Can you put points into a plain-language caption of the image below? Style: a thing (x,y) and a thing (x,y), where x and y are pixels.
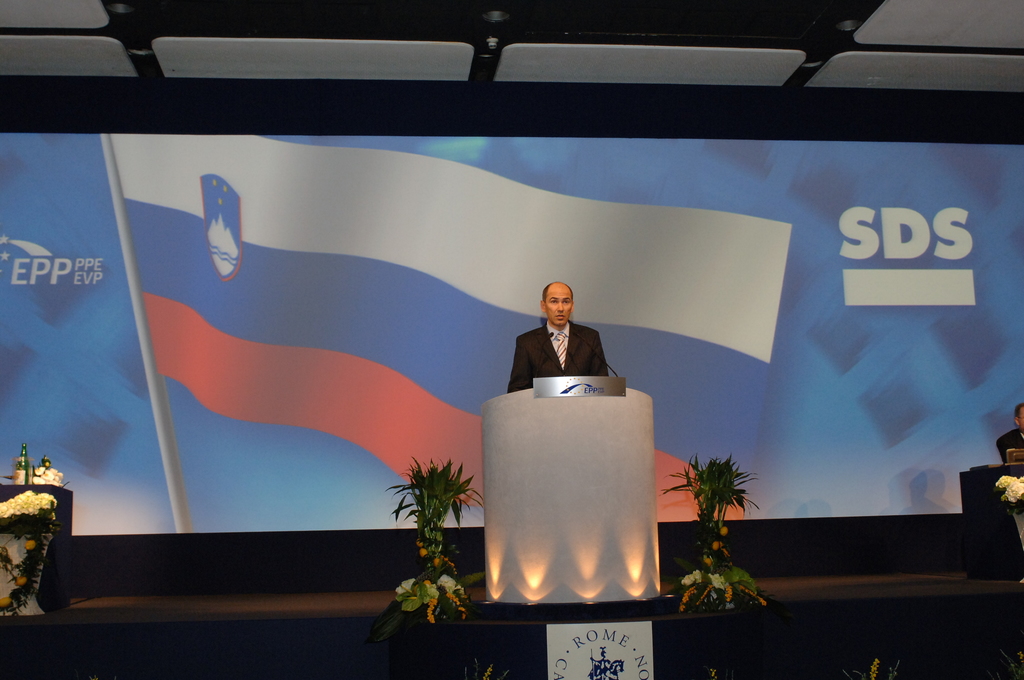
In the picture we can see a person (562,356) wearing black color suit (565,368) standing behind white podium (591,407) on which there is microphone (601,358), there are some plants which are on left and right side of the picture (731,527) and in the background of the picture (468,525) there is blue color screen (473,261).
